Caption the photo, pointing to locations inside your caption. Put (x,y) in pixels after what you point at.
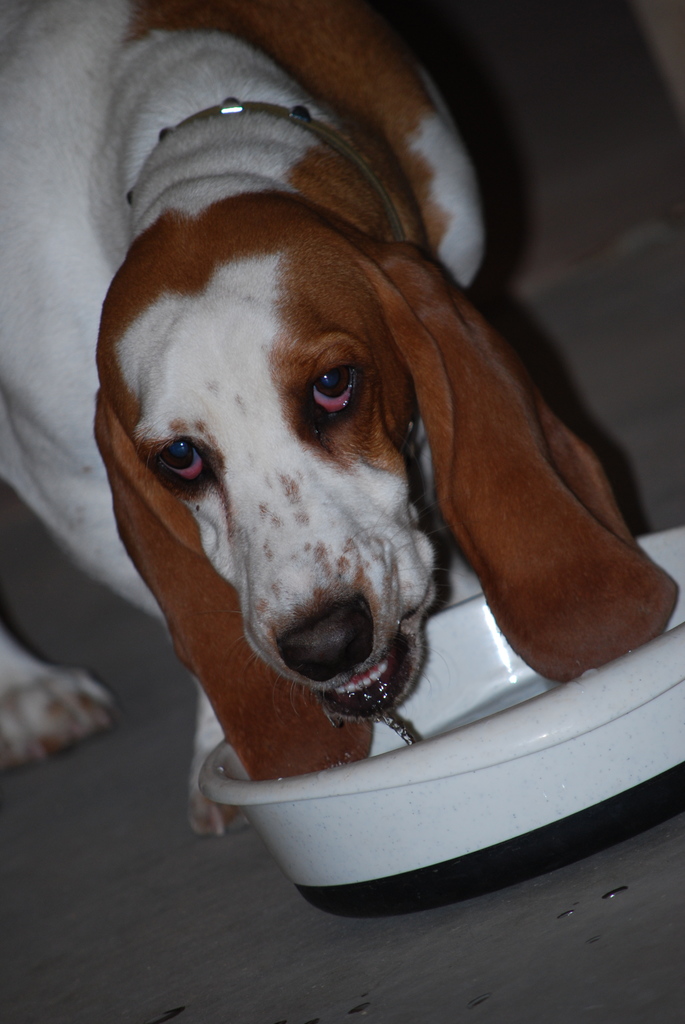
In this picture there is a dog (243,292) which is in brown and white color and there is a white color object (512,718) in front of it.
